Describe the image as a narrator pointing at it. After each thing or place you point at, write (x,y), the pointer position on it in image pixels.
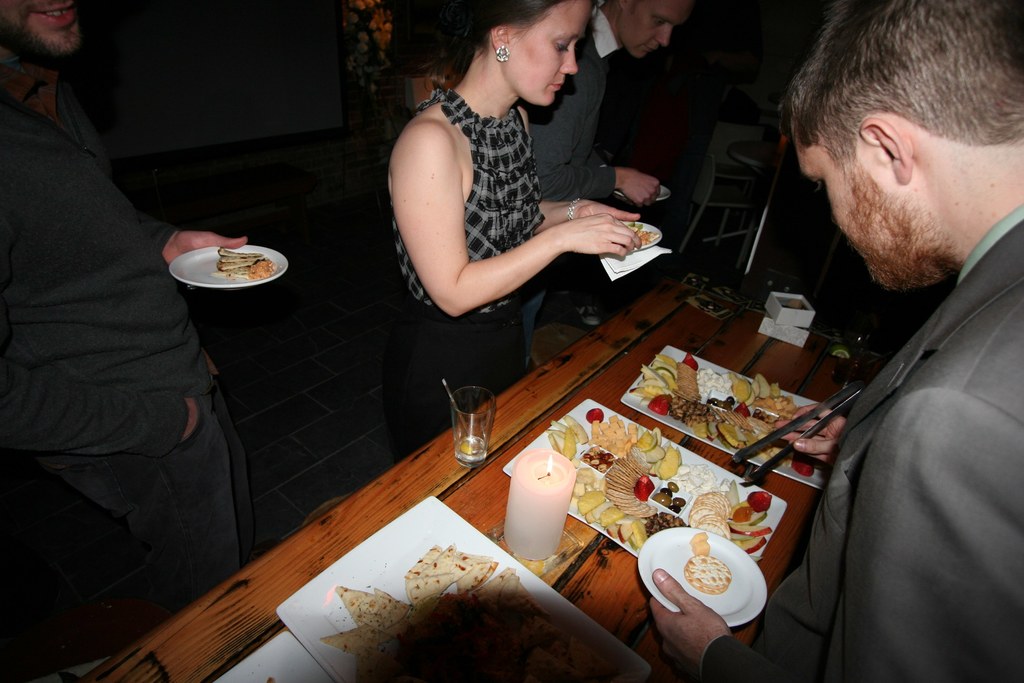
On the right side of the image (867,513) there is a man (856,540) holding a plate (686,564) in one hand (686,603). And on the other hand (788,439) there is a tong (759,446). In front of him there is a table (248,589) with a candle (534,531), glass (477,411) and trays (676,356) with food items (608,509). Behind the table (604,345) there are few people (429,234) standing and holding plates (245,281) in their hands (623,238). Behind them there is a wall (351,39) with screen (262,35), flowers (374,22) and also there are tables (757,163) and chairs (701,212) in the background (698,215).
